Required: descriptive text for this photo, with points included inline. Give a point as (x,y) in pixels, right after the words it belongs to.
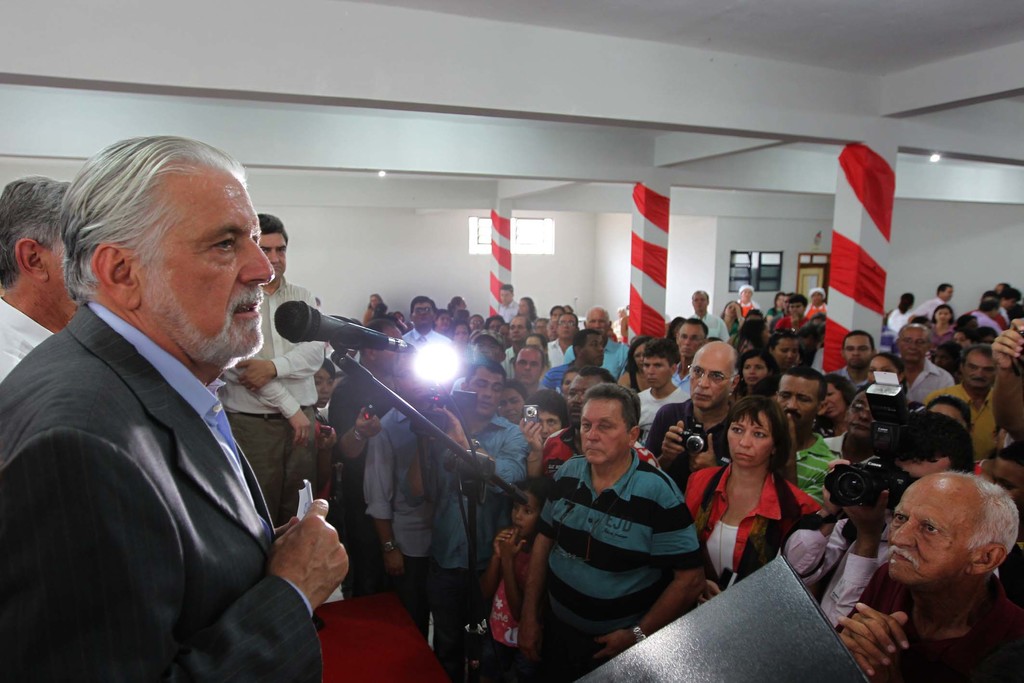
In the image we can see there are people (236,396) standing on the stage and a man (258,565) is wearing formal suit (229,510) and holding a piece of paper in his hand (280,549). There are lot of people (604,405) standing and few people (711,461) are holding camera (834,485) in their hands (879,510).
